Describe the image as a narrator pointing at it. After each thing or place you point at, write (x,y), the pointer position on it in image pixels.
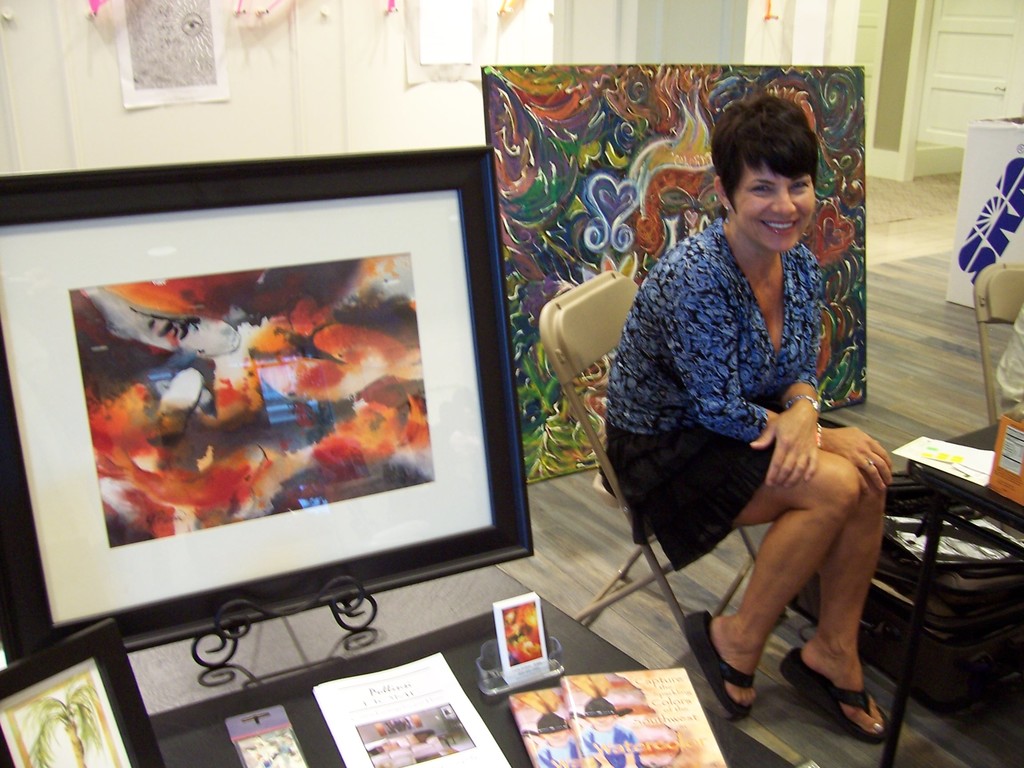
In this image I can see a woman (630,374) is sitting on a chair (632,592). I can see smile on her face (766,234) and I can see she is wearing blue top (686,359) and black slippers (843,725). I can also see few paintings (267,434), frames (213,589), tables (297,722), a chair (986,280) and in background (460,52) I can see few papers (127,7) on wall (245,67).
